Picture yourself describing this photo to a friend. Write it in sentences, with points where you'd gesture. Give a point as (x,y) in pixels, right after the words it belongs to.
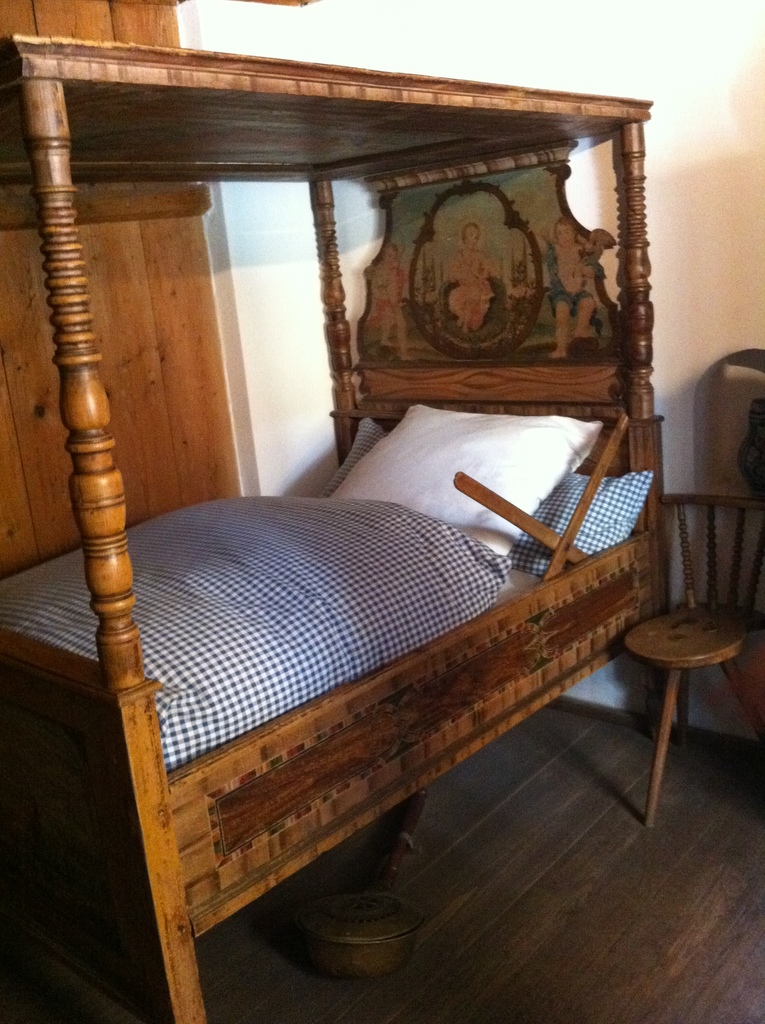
In this image there is a bed (315,566). On bed (404,363) there are pillows (462,464). There is a chair (714,506). At the bottom of the image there is some object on the floor (621,965). In the background of the image (613,35) there is a wall (620,26).
